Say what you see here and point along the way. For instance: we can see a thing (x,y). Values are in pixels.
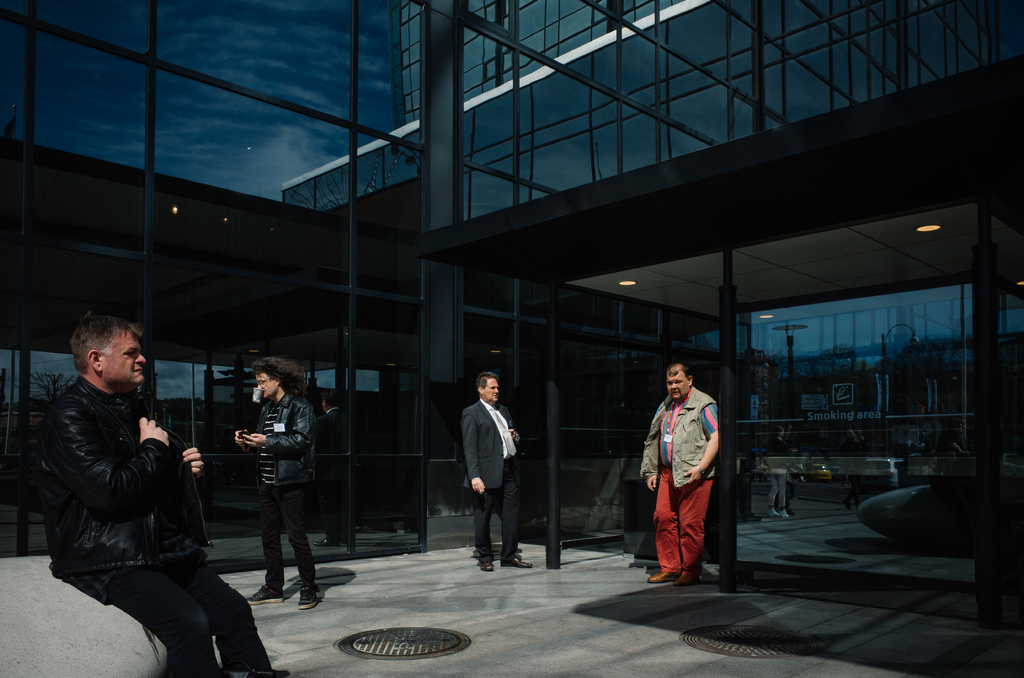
In the center of the image (664,428) we can see three persons (483,423) are standing and a man (264,415) is holding a glass (262,402) with mouth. On the left side of the image (161,429) we can see a man (157,497) is sitting on a rock (79,638). In the background of the image (268,165) we can see the buildings (392,294), lights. At the bottom of the image (563,609) we can see the floor (569,641) and manhole covers (703,645).
